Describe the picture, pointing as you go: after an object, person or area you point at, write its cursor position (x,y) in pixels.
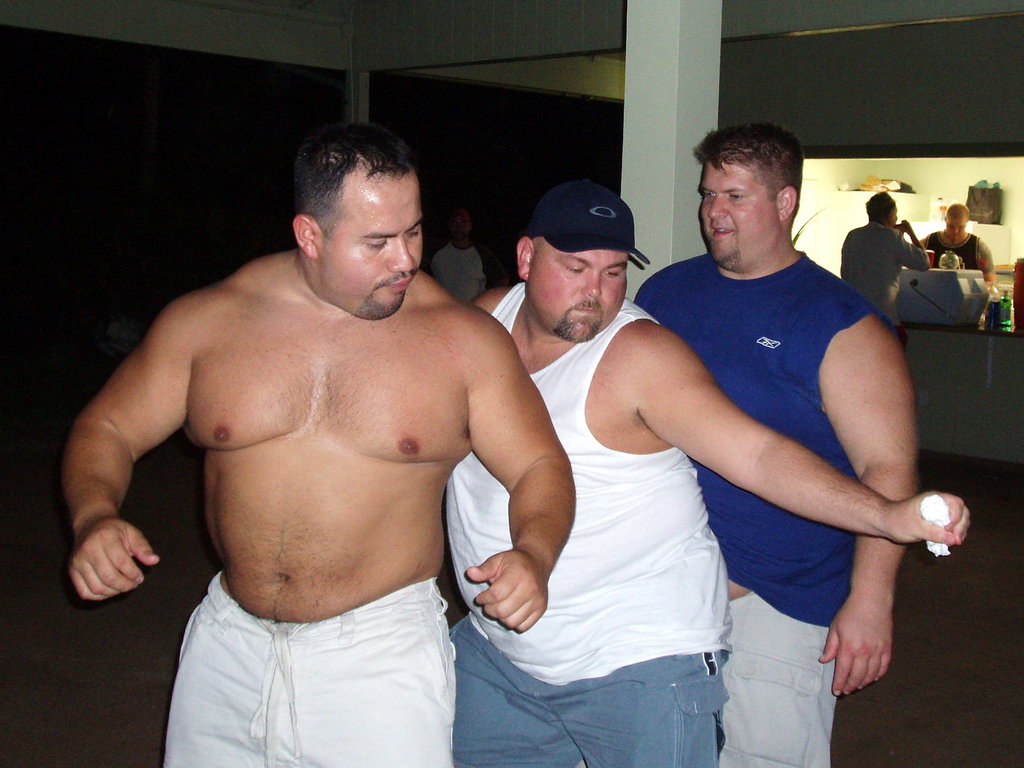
This image consists of three men (646,304) standing. Behind them, there is a pillar (639,179). In the background (868,278), there are few people (864,236). At the bottom (927,681), there is a floor (950,735).
